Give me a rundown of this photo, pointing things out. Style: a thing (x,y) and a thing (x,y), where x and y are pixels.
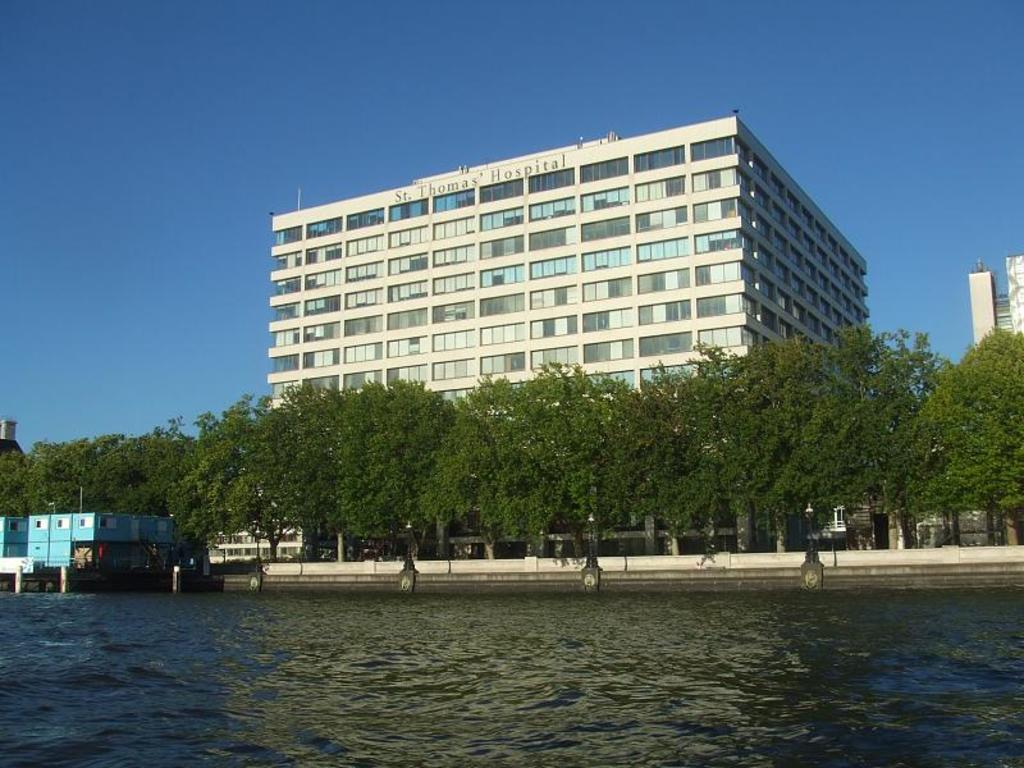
In this image I can see water (305,645), number of trees (971,486), few buildings (363,364), the sky (428,170) and here I can see something is written.
